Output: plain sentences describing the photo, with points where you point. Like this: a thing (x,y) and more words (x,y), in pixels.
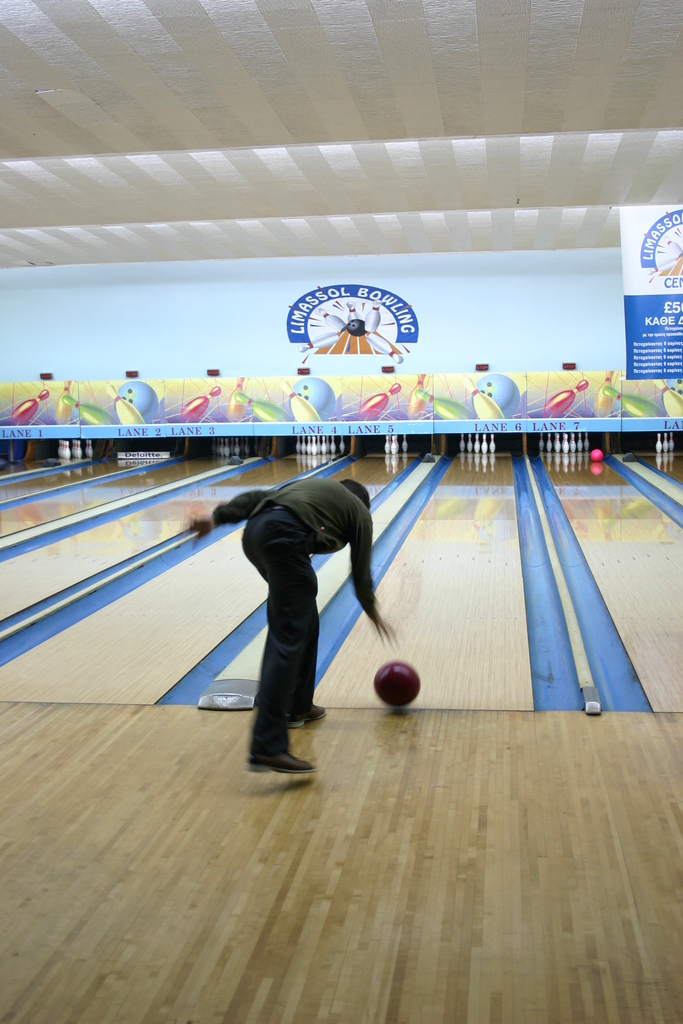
In the image there is ten pin bowling game (323,441) and there is a person (253,545) in the foreground (264,556), he is throwing a ball (387,685).
